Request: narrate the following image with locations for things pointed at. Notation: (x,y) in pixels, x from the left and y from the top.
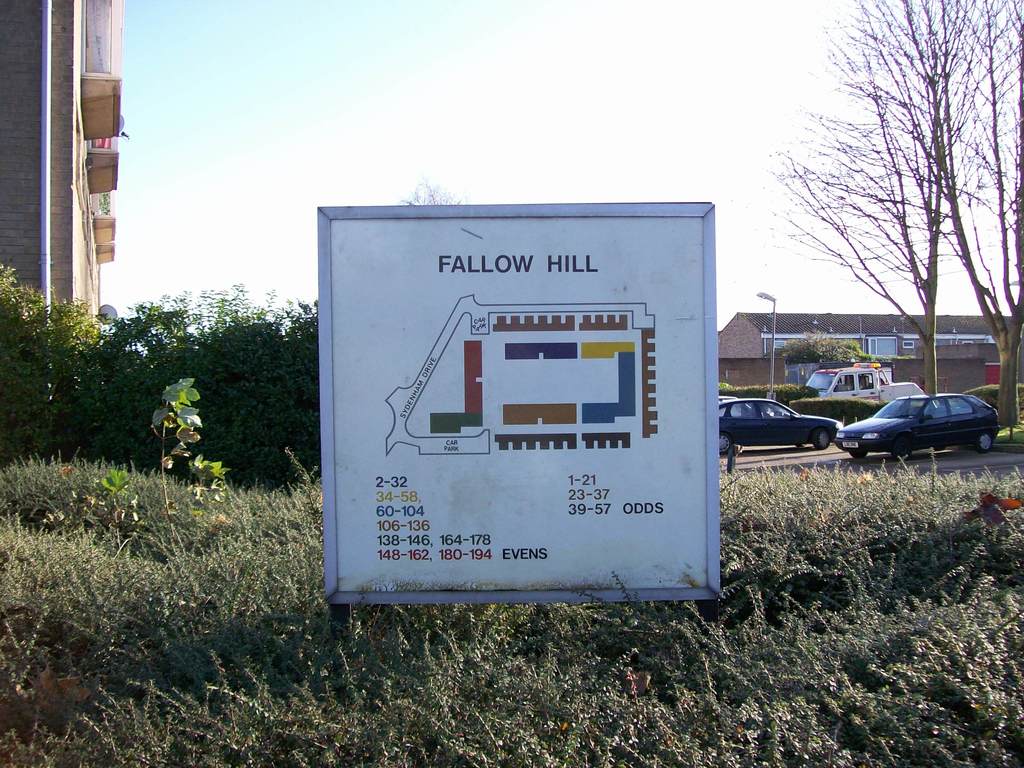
In this picture we can see few plants (311,395) and a sign board (430,407) in the middle of the image (493,379), in the background (3,123) we can find few buildings (16,111), trees (932,326) and vehicles (981,410), and also we can see a pole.
